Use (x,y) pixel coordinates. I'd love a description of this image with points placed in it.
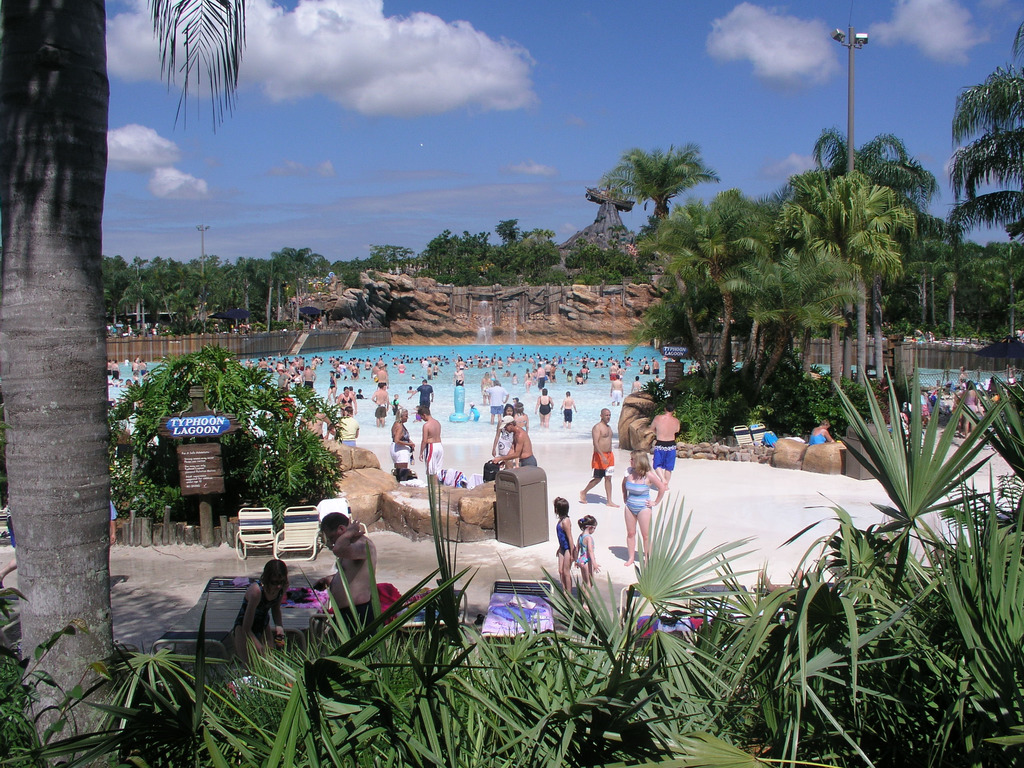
At the down side these are the trees (692,693), it looks like a swimming pool (479,380) in the middle (537,373), there are many people (458,377) in it. At the top (454,114) it's a sky (422,109).
